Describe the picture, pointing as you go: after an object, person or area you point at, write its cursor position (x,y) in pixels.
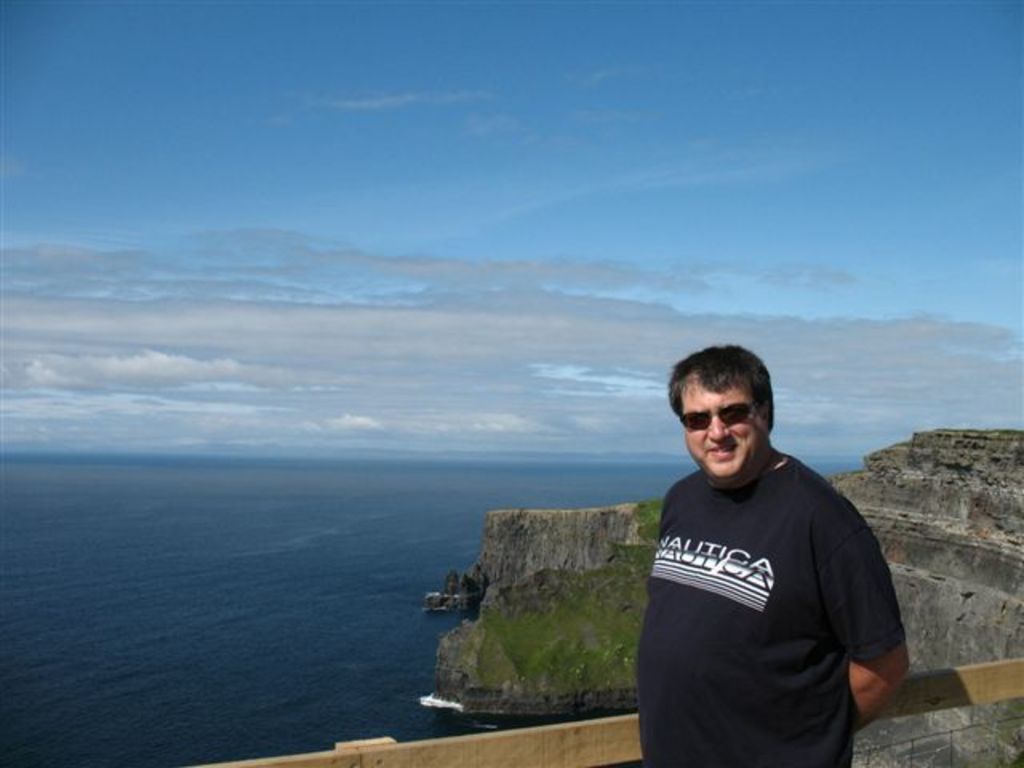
In this image, we can see a person (705,435) wearing spectacles (688,419) and standing. We can see some wood (226,765). We can see some hills (567,570) and grass (540,654). We can also see some water (307,573) and the sky (315,372) with clouds (330,341).
